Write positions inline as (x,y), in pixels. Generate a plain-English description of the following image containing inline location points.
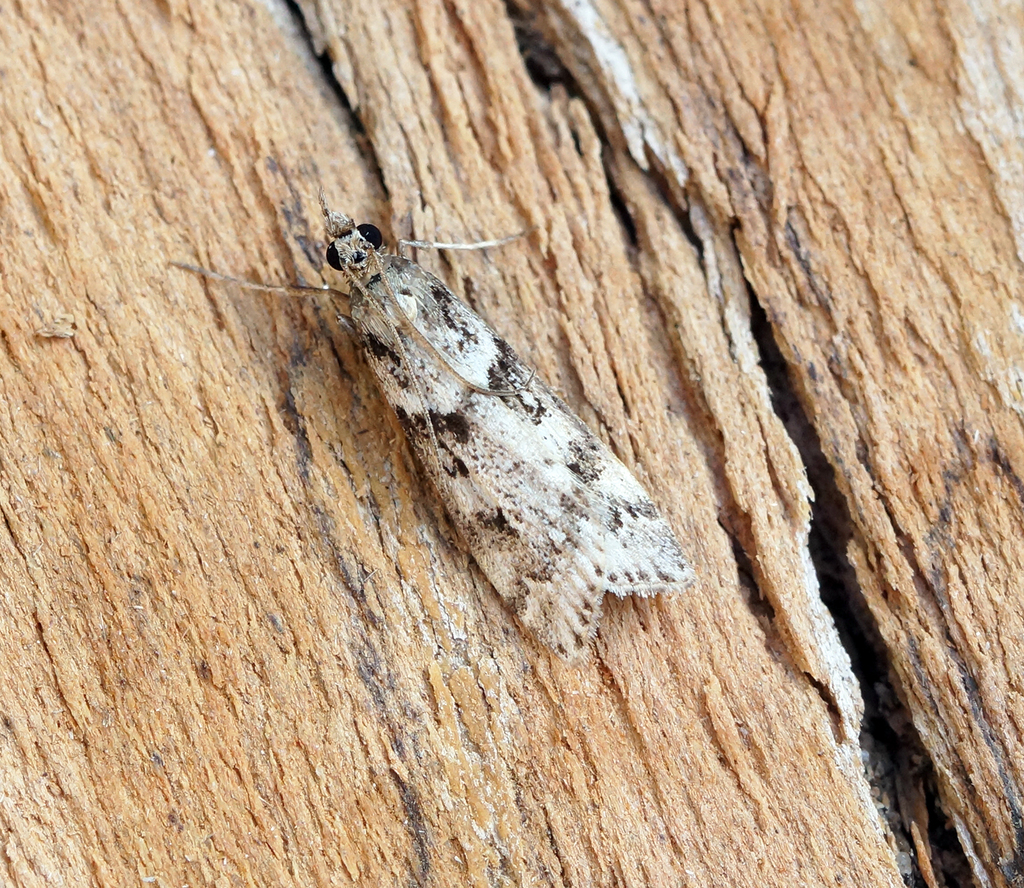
In this image we can see a moth (424,391) on the wood (296,170).
